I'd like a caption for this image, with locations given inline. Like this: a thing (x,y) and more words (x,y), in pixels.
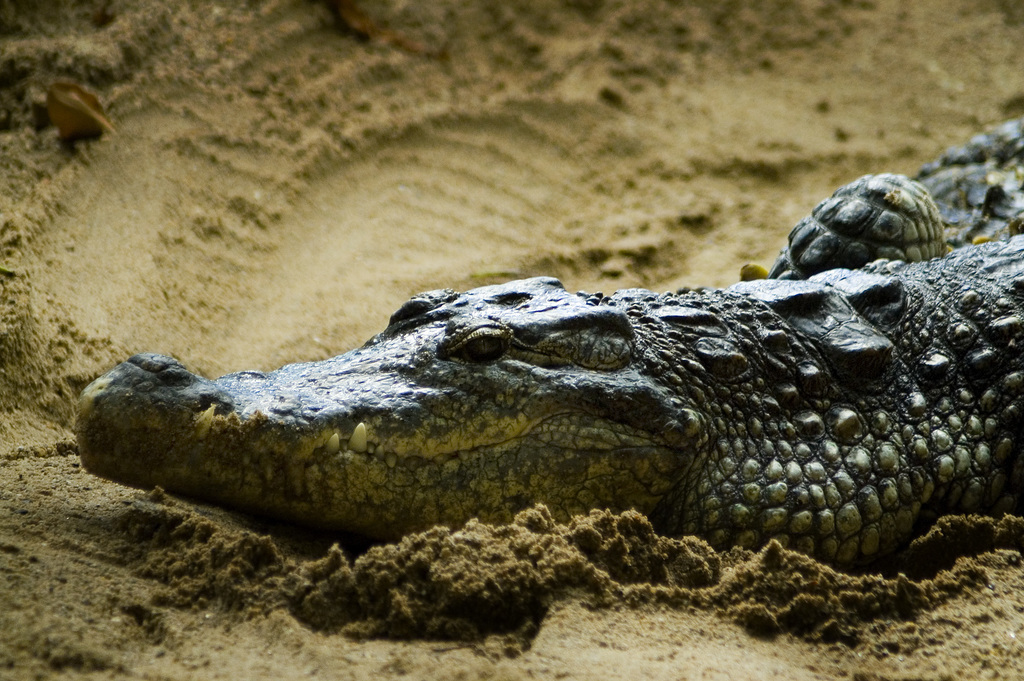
The picture consists of crocodiles (849,389) and sand (279,321).
